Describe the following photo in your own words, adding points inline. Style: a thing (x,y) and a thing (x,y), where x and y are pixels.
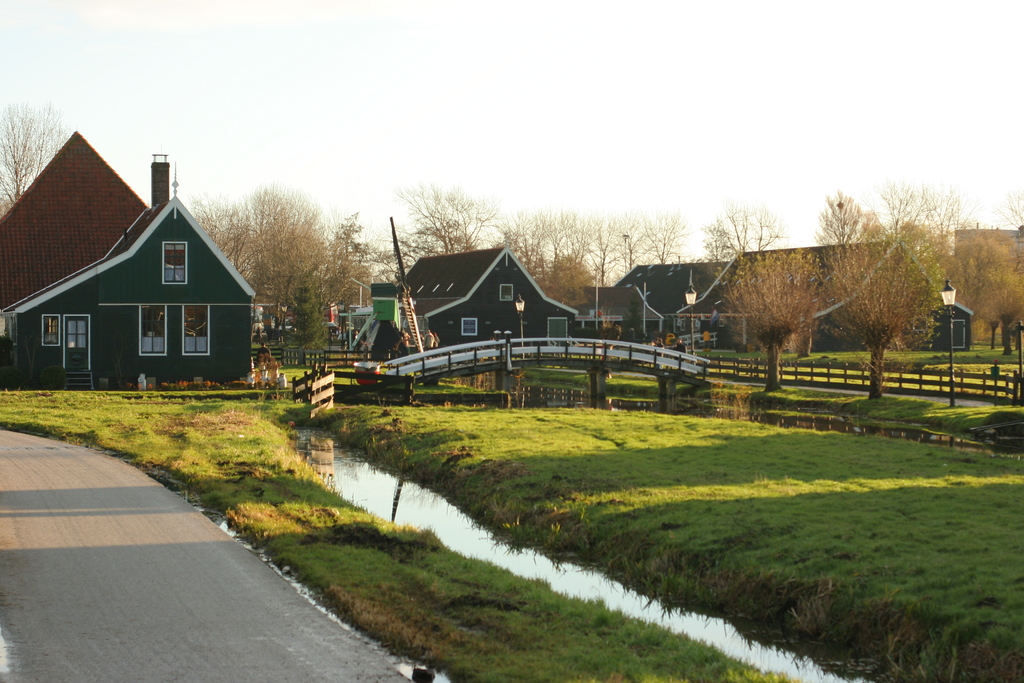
In this picture we can see grass (720,511) and water (568,569) in the front (560,575), there is a bridge (584,362) in the middle (584,345), in the background (474,266) there are some houses (122,276) and trees (554,269), we can see the sky (322,156) at the top of the picture (460,144).
